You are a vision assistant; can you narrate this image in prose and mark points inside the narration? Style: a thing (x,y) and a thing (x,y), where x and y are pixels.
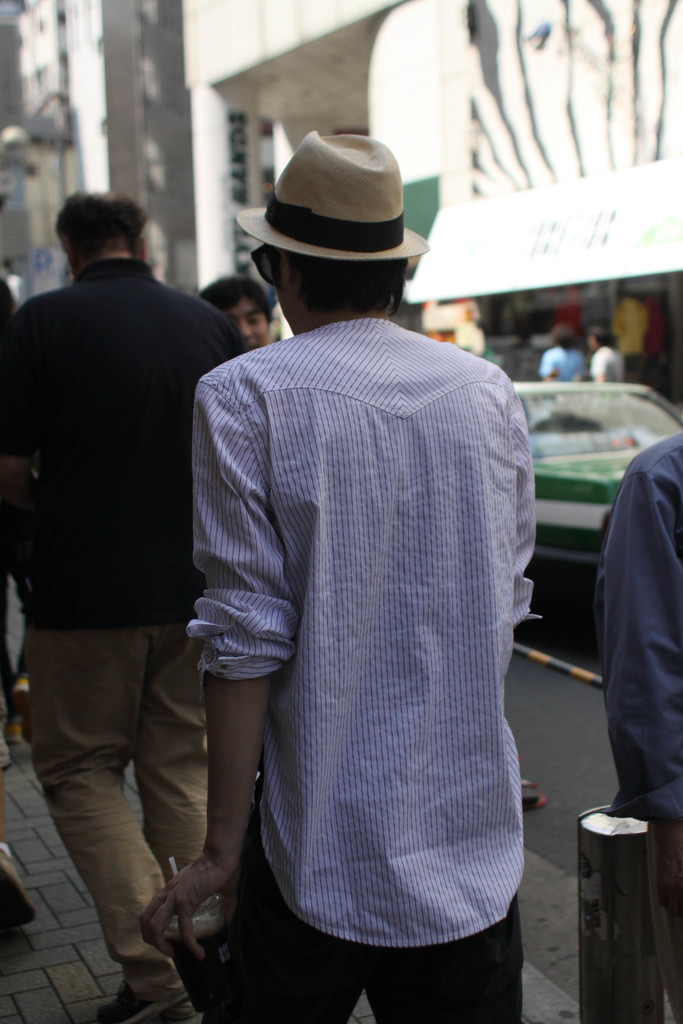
In this image, we can see few people (245,420). Here a person (489,617) is wearing a hat (329,205) and holding a glass (207,978) with liquid (211,989). Here a man (131,844) is walking on the footpath (63,972). On the right side of the image (594,843), we can see a rod (551,657), vehicle (559,537) on the road (552,669). Background (620,86) we can see few buildings (497,145) and people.
